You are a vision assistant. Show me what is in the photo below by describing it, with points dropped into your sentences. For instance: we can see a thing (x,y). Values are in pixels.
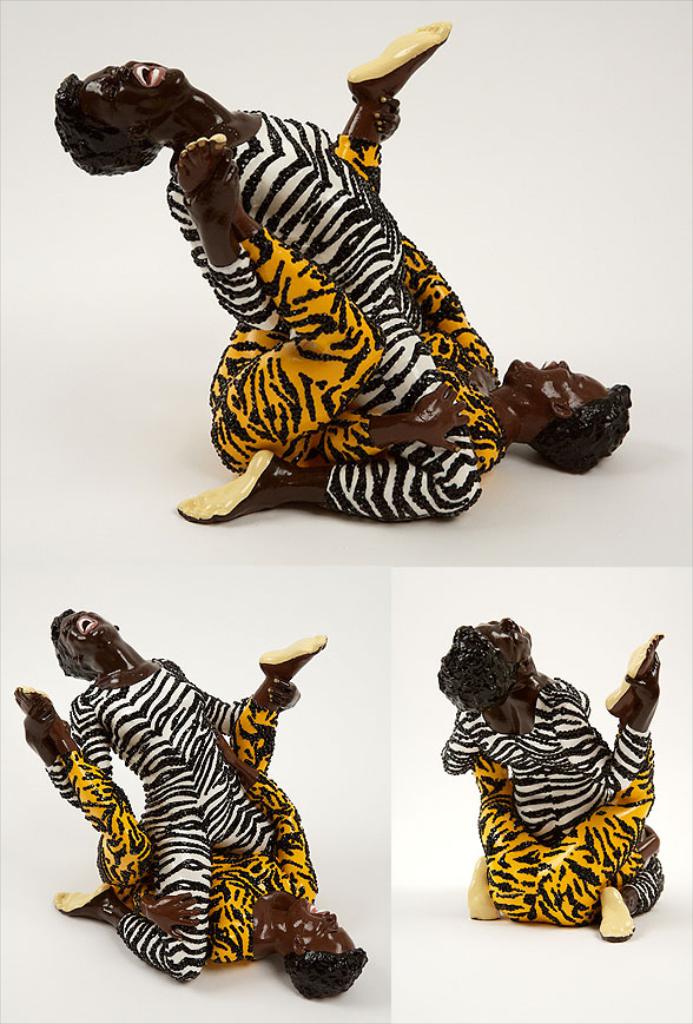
In the image there is a statue (376,359) of two persons (401,361) sitting on each other and below its a photo grid (410,704).
